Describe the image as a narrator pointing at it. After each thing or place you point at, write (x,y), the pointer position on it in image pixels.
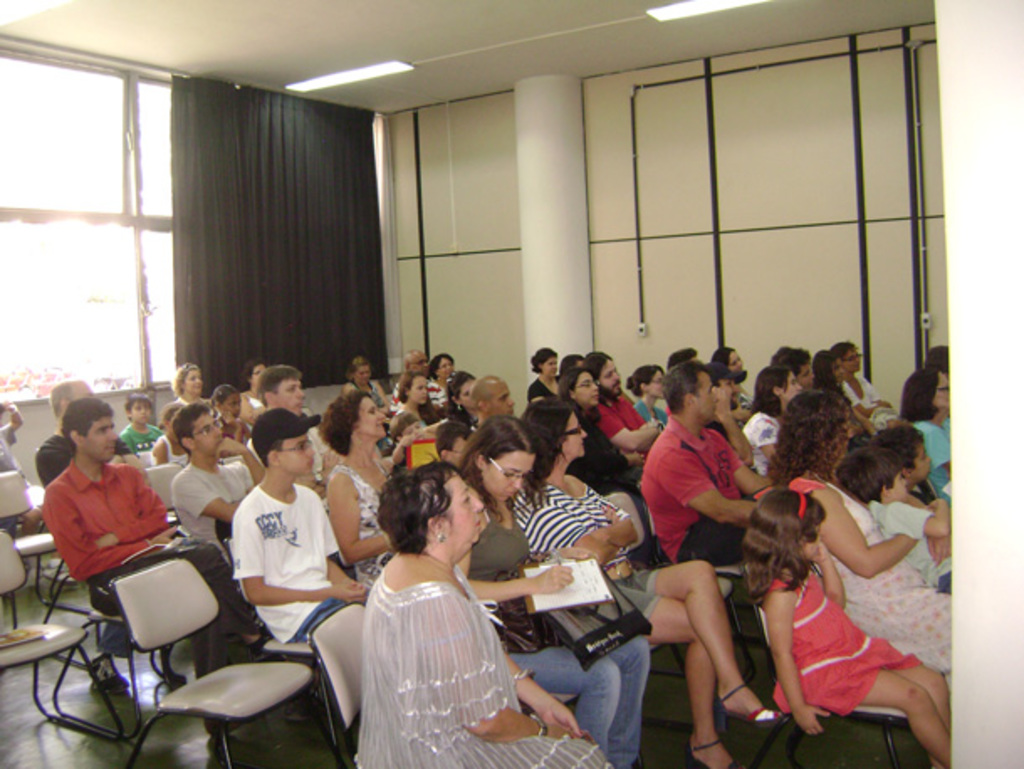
In this image there are many persons (464,579) sitting in the chairs (165,608). In the front (434,638) there is lady (407,657) who is wearing a white colored dress (468,691). Behind her there is an empty chair (190,614). In the background (219,194) there is a window (15,192) with black curtain (203,151). To the right (726,237) there is a wall (697,309) and a pillar (522,208). And at the top (478,17) there is a roof (326,19) with lights (395,68).
